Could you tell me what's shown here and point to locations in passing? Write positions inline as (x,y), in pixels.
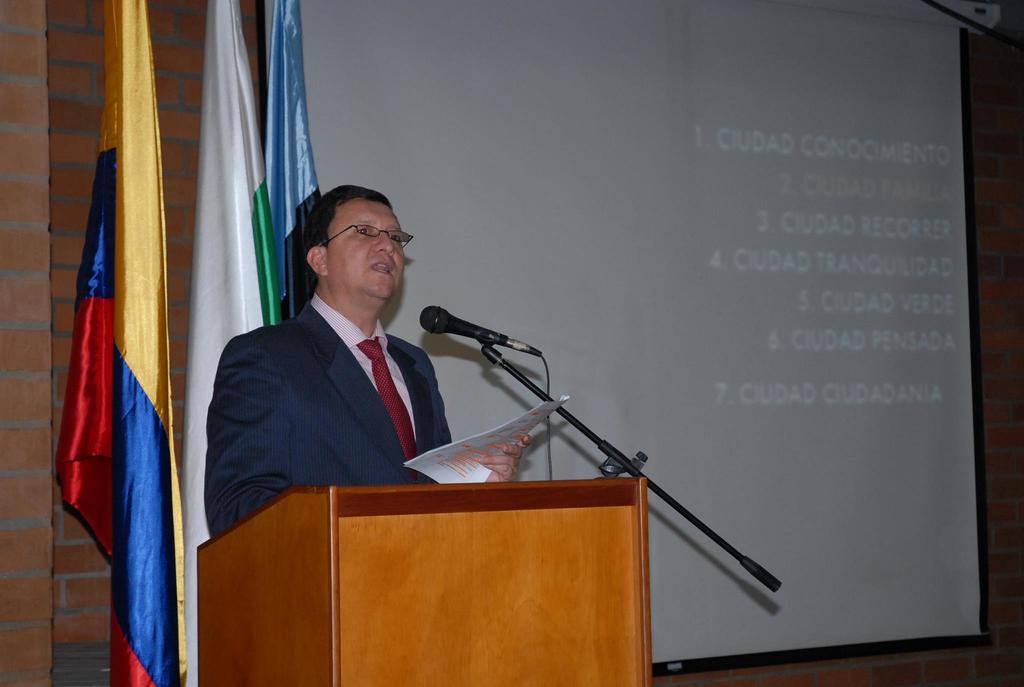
In this picture we can see a man (310,366) wore a spectacle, blazer (320,376), tie (379,351) and holding a paper (484,474) with his hand (503,467) and talking on the mic (504,341) and standing at the podium (381,573) and in the background (290,152) we can see flags (310,145), brick wall (79,99), screen (949,243).
